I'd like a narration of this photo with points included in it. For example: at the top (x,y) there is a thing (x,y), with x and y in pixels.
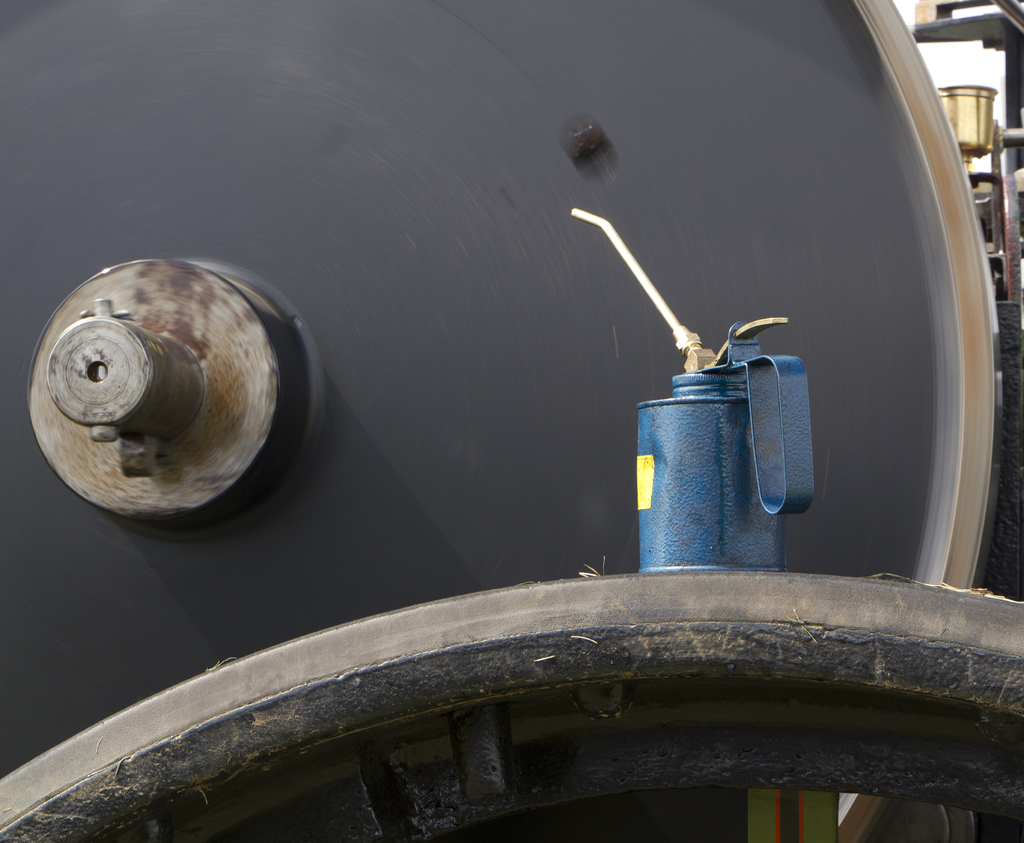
In this image on the right side (704,533), I can see some kind of spray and I can see iron (56,433), and the background (611,443) is black.
